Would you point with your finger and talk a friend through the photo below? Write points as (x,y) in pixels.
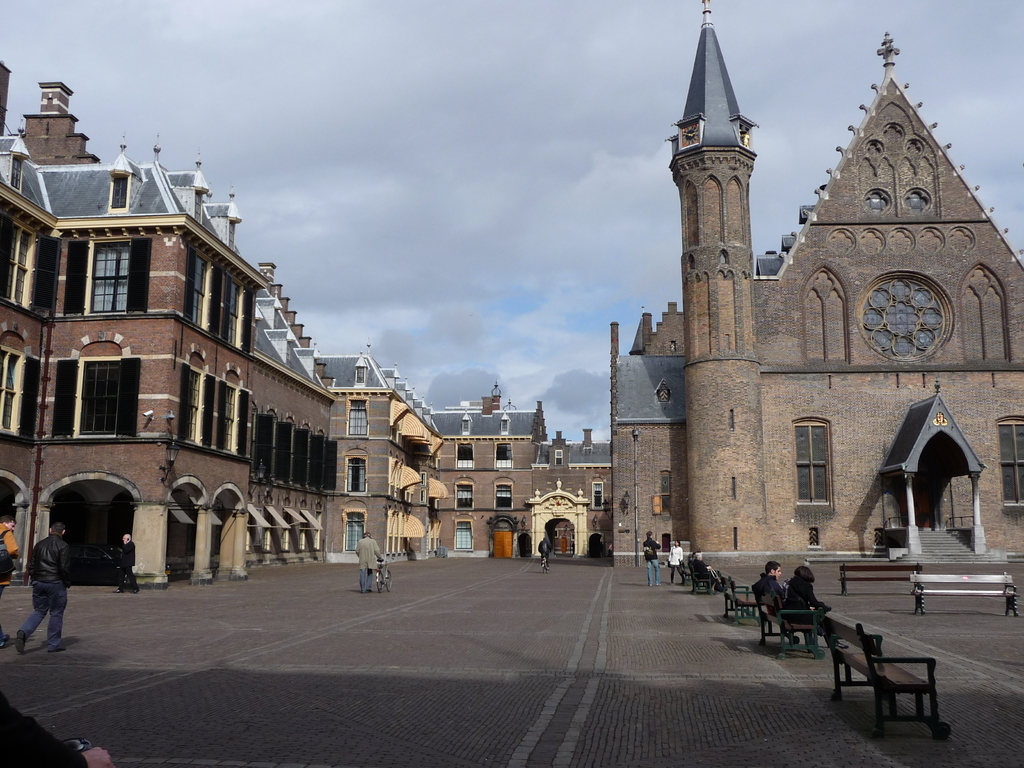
These two people (769,573) sitting on the bench (781,616) and we can see benches (756,609). Left side of the image (16,558) these two people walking and there is a person (365,556) walking and holding bicycle (380,584). Background (529,362) we can see buildings (170,571) and sky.
